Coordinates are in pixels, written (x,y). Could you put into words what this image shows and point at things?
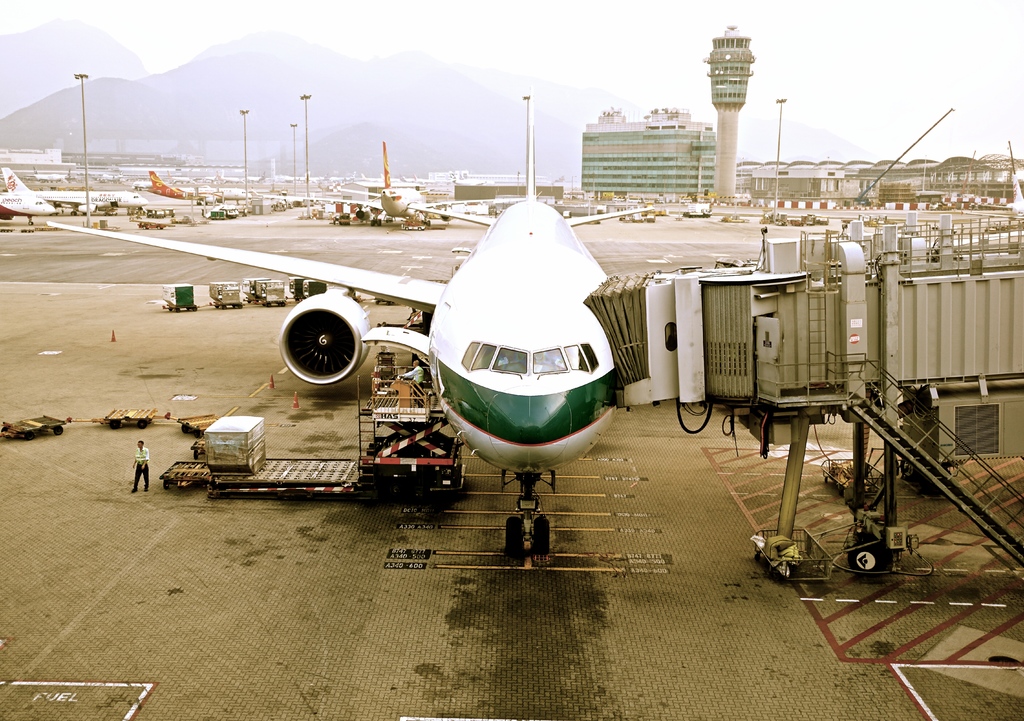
In the center of the image (494,297) there is a aeroplane (435,283). At the bottom of the image (458,650) there is a road (389,581). In the background of the image (641,187) there is a building (625,167). There are aeroplanes (345,202). There are light poles (523,98), mountains (337,117), sky (619,50). There are vehicles (315,286) in the center of the image (411,466) there are vehicles (180,307). To the right side of the image (1015,487) there are staircase (886,377).
